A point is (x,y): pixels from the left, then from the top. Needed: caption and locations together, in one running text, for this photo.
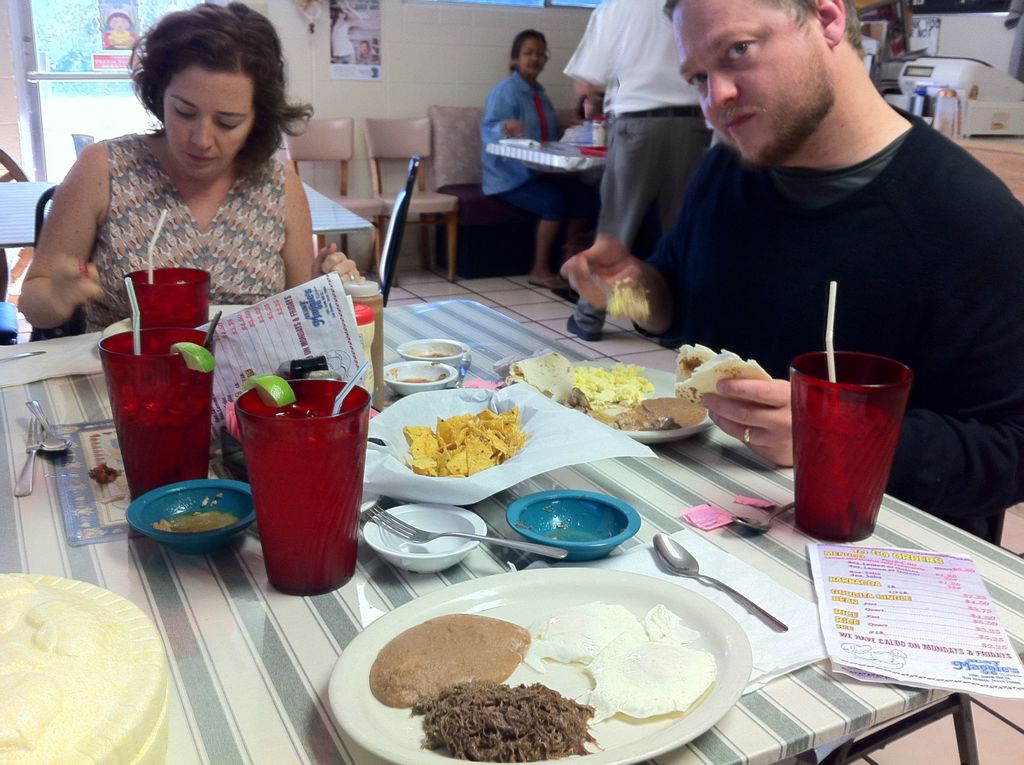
In this picture we can see inside view of the restaurant (672,487) in which one man (827,293) wearing black t-shirt (920,292) is eating and seeing towards the camera, Beside we can see a woman (203,222) wearing colorful dress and watching in the plate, On the table (490,459) we can see many dishes (485,447) of food (505,453) like bread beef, chips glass (820,390). Behind we can see some poster (360,46) on the wall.
